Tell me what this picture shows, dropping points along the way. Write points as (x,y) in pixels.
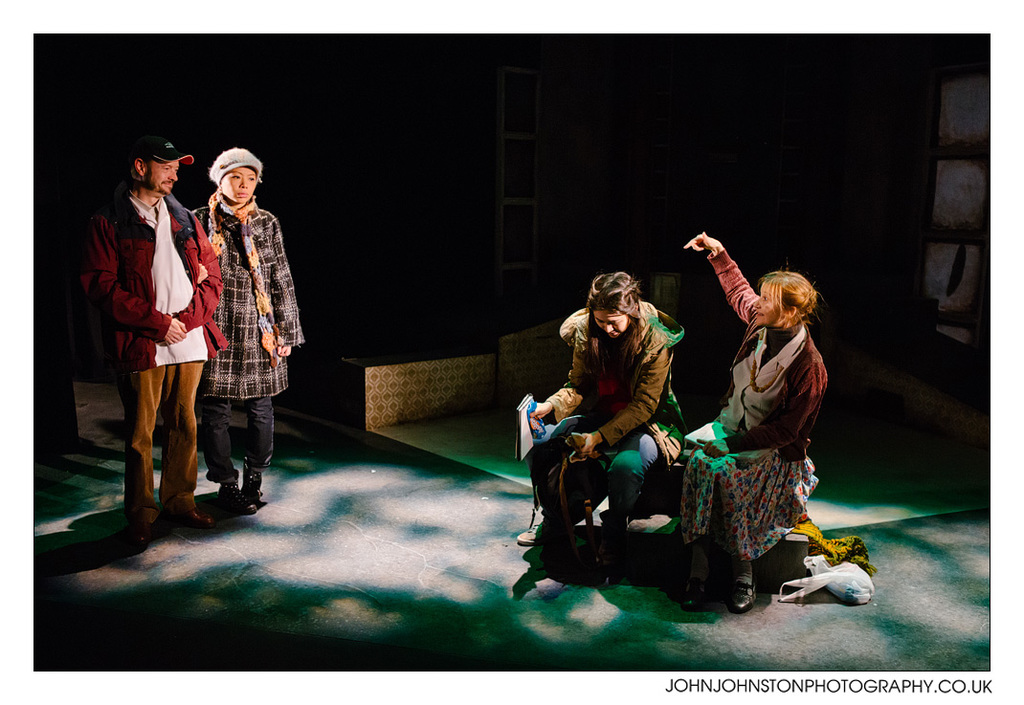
In this image there are two women (707,477) sitting on a bench (658,477) and a man (172,325) and woman (225,331) standing in the background (575,207) it is dark, in the bottom right (789,684) there is text (764,685).
